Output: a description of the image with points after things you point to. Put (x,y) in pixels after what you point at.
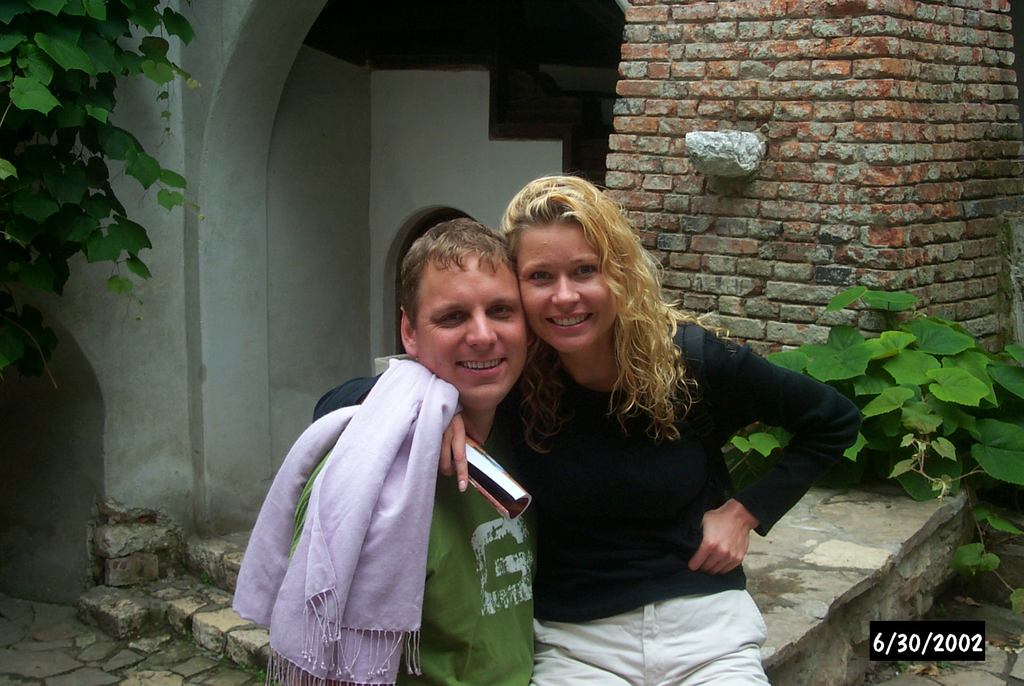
In this image we can see two people (615,449). One woman (599,454) is sitting on the surface (765,604) holding a book (499,489) in her hand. On the right side of the image (1016,445) we can see some plants (1008,461). On the left side of the image (188,604) we can see stairs (212,576). At the top of the image (433,163) we can see a building (377,23).
